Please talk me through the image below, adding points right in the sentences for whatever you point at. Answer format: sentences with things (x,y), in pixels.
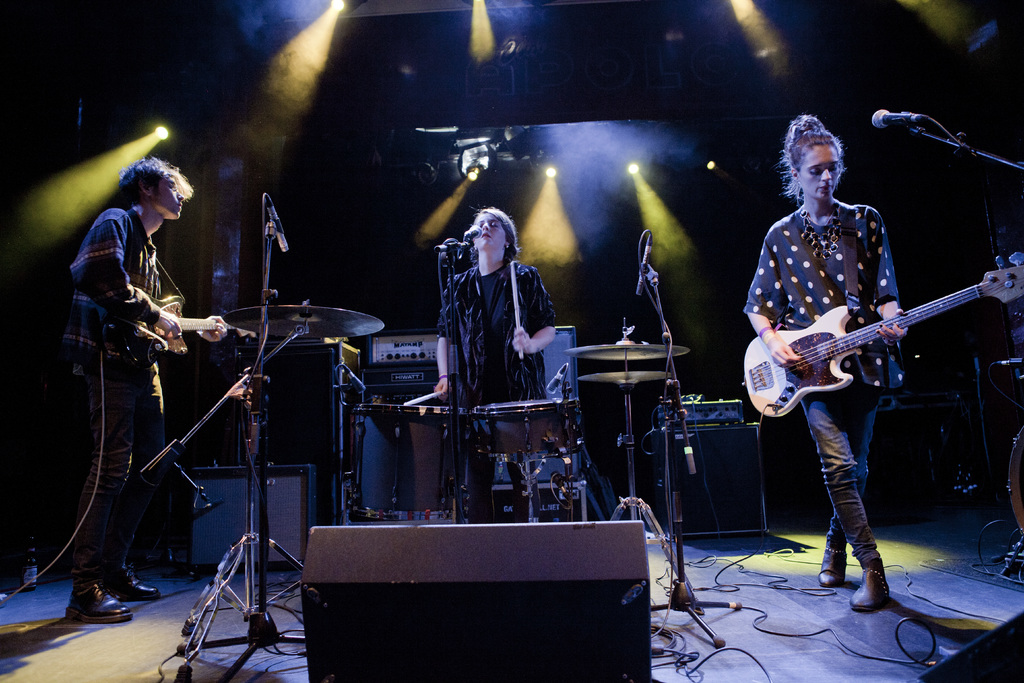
In this image I can see few people (134,449) are standing. I can also see two of them are holding guitars (869,336). Here I can see a mic (882,114). In the background (394,405) I can see a drum set (634,498).
